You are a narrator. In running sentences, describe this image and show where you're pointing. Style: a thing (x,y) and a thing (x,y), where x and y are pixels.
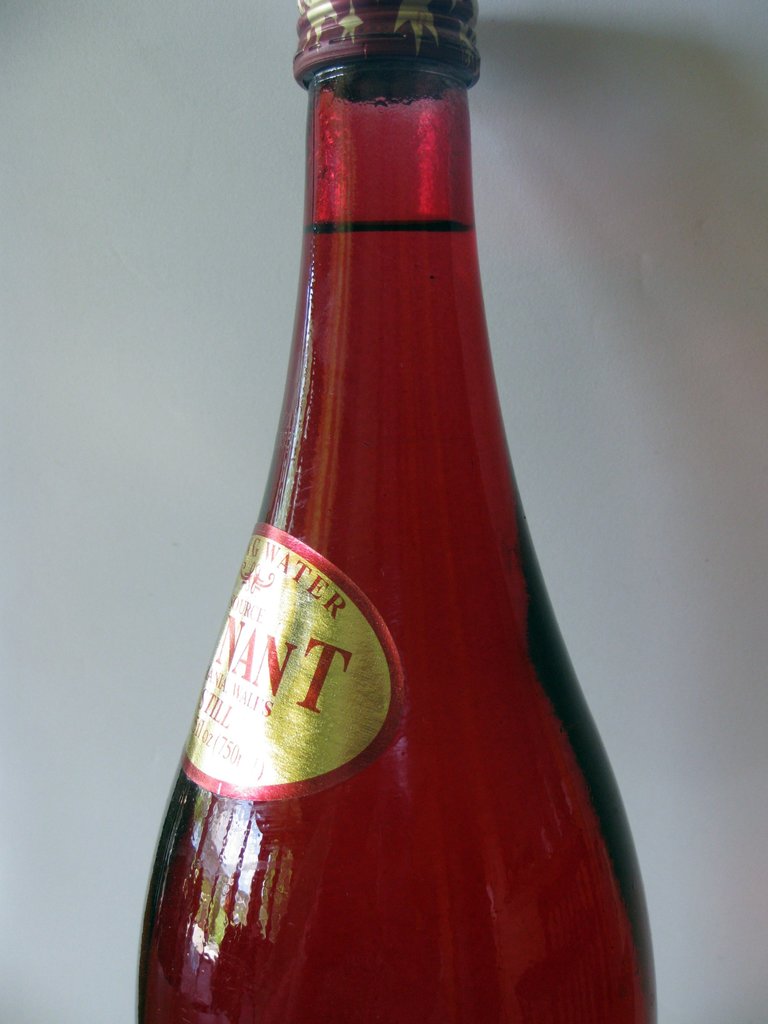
In this image, we can see red bottle (506,846), there is a sticker (310,753) on it and the lid (403,21). Background (166,321), we can see white color.
